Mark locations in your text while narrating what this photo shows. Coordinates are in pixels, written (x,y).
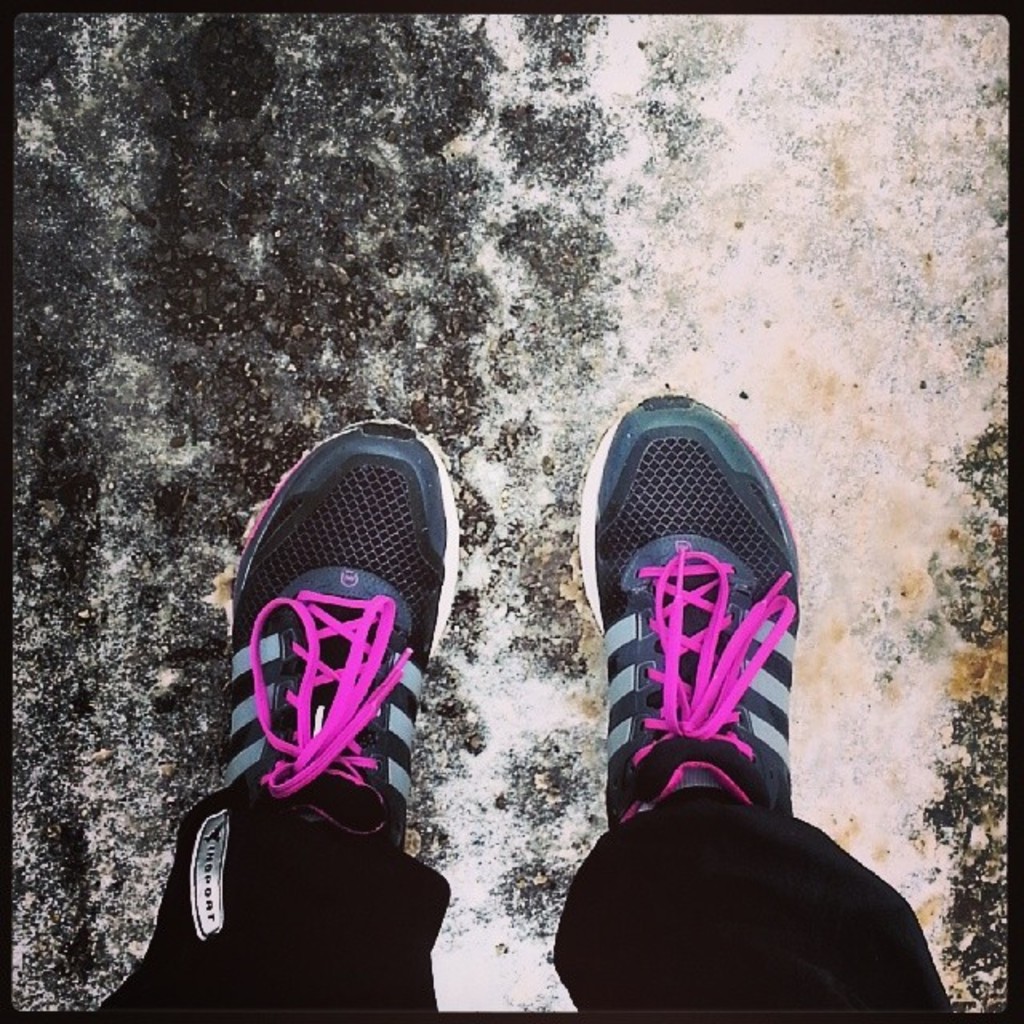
In this image there is one person (338,744) standing on the floor (488,653) as we can see in the middle of this image (527,509).
